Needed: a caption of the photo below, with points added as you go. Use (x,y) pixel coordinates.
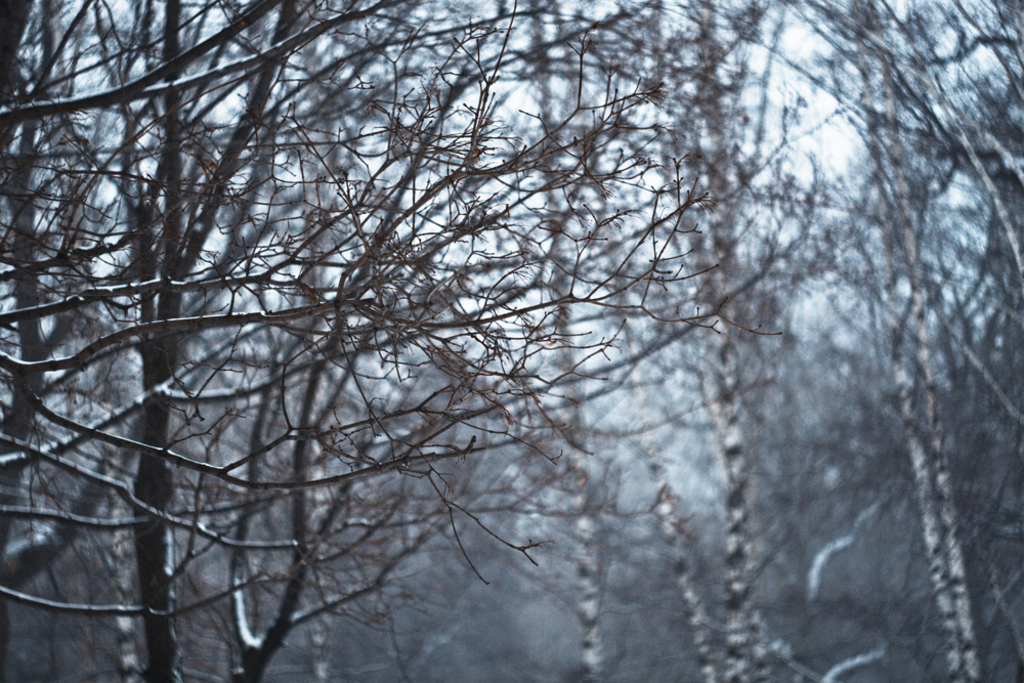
In this image there are trees (493,485). In the background of the image (753,92) there is sky (800,56).
